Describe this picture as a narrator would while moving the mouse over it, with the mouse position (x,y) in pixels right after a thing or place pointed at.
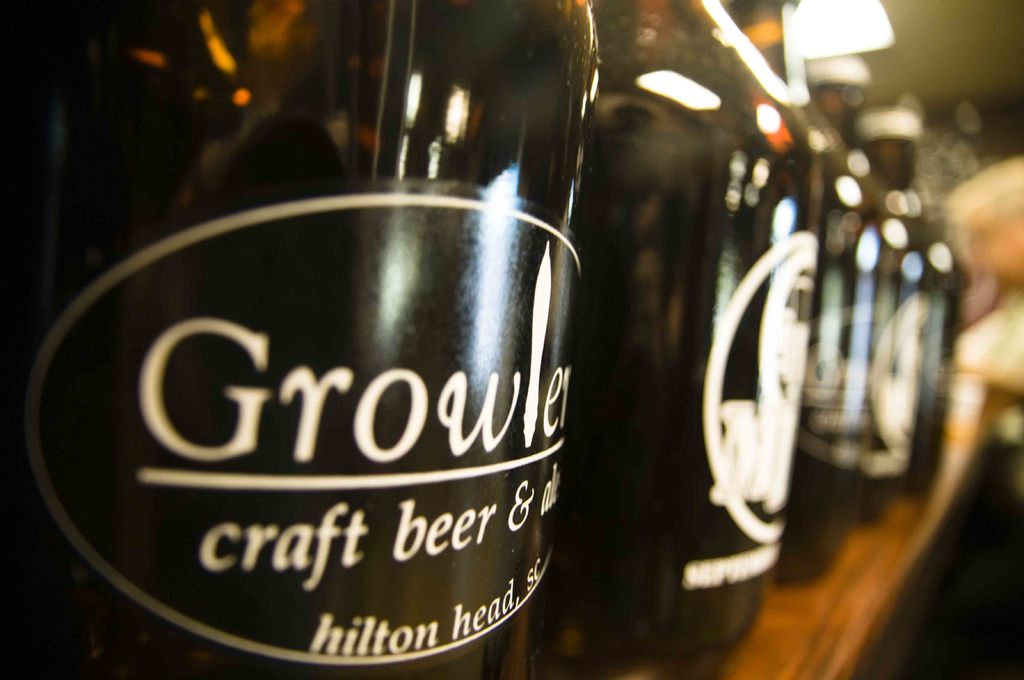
In this image I can see the bottles (485,419) on the brown color surface (807,611). I can see the blurred background (965,33).
